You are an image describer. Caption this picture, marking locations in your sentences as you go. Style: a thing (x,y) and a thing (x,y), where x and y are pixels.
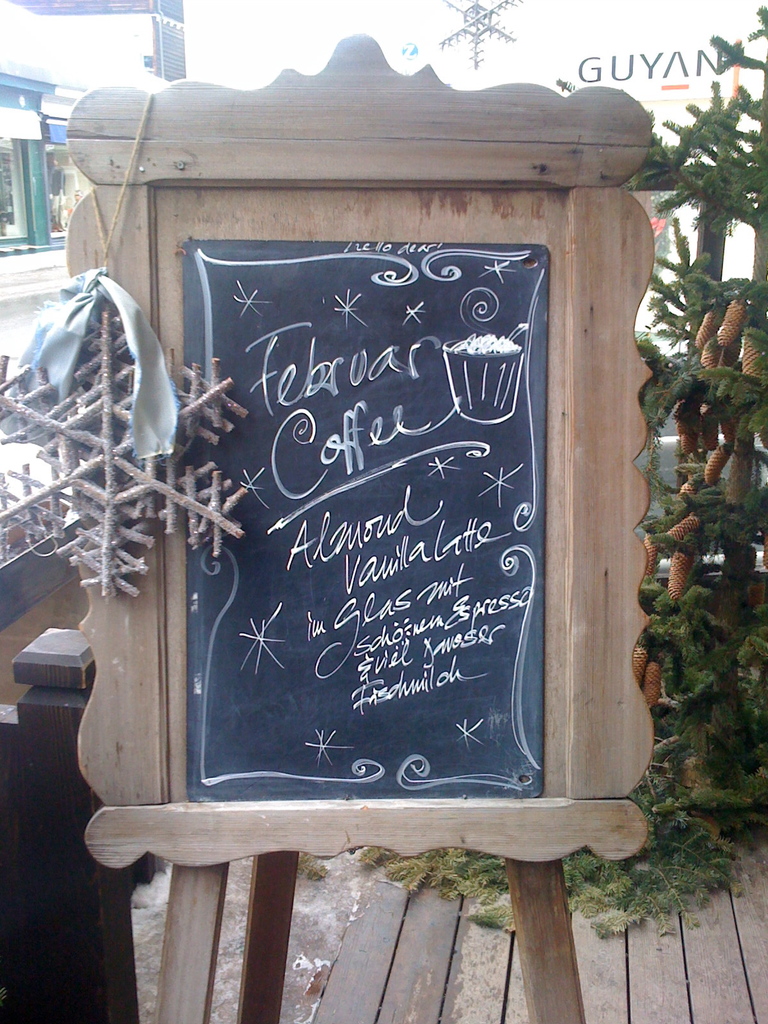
Here we can see texts (371,539) written on a board (355,459) which is on a wooden board (364,232) on the stand (253,983) and on the left side (113,437) there is an object (93,464) tied to a rope (135,138) and hanged on the wooden board (135,156). In the background (133,77) the objects (664,459) are not clear but we can see a plant (666,518).
